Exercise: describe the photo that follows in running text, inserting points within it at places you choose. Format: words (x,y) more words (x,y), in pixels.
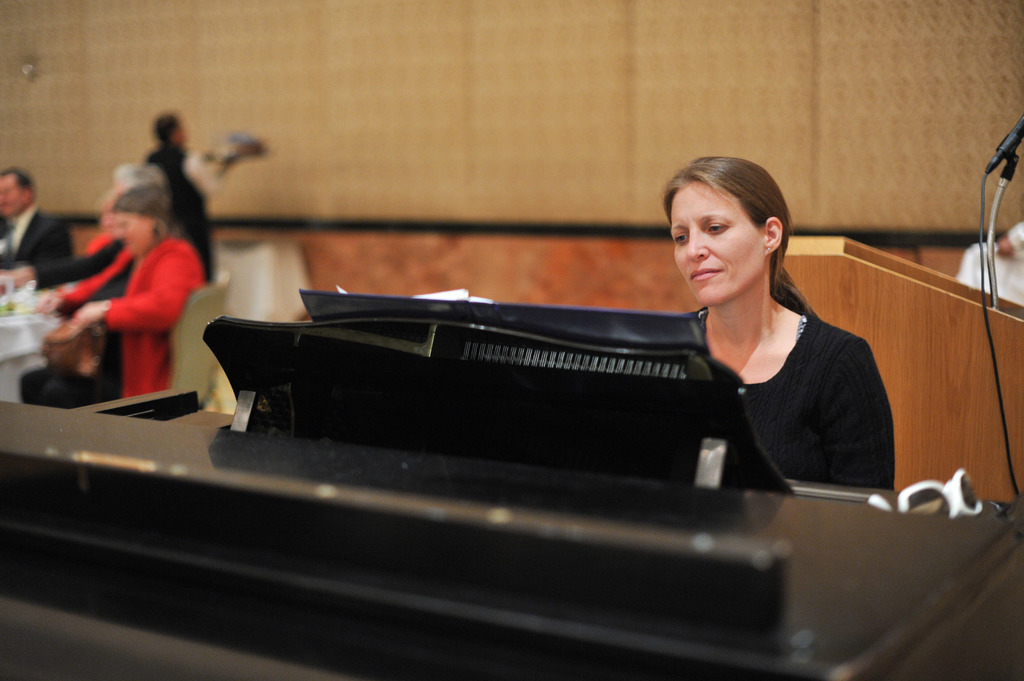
The picture is taken in a closed room (451,439) and in the right corner of the picture (765,409) a woman (836,416) in the black dress (837,419) sitting in front of the keyboard (718,465) and looking to the book (513,328) and at the left corner of the picture (114,240) there are three people (134,312) sitting upon the chairs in front of the table (60,324) and behind them there is one person (180,176) standing with something (237,150) on his hands (220,161) and in front of the person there is a big wall (647,30) and coming to the right corner of the picture (932,412) there is one podium (950,310) with a microphone (984,234) on it.
